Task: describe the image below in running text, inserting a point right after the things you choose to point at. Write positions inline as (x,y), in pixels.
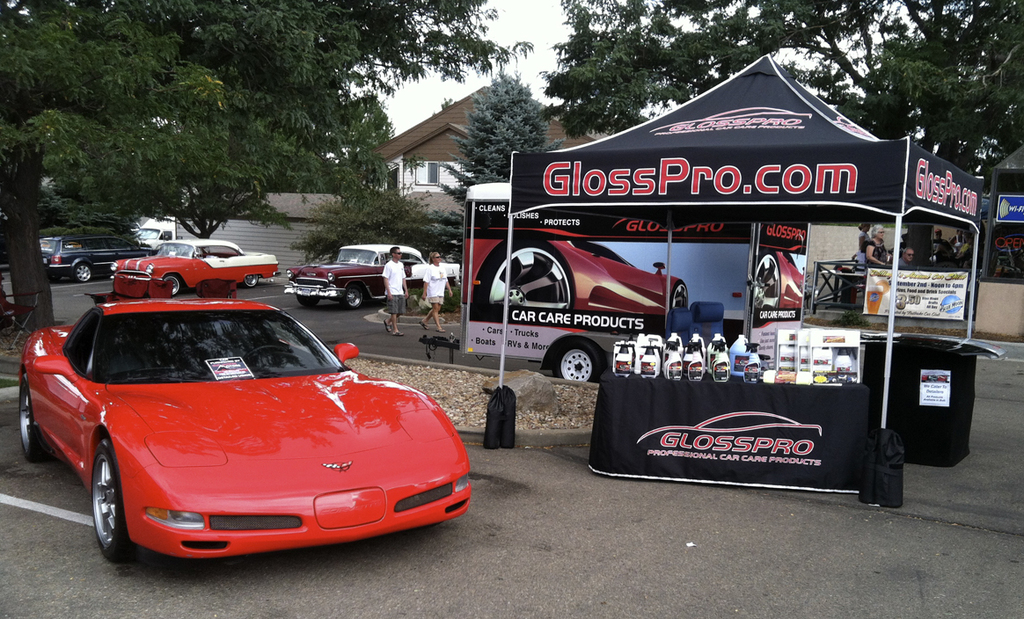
In the picture there are different types of cars (249,323) and there is a store (651,175) and in that store (639,378) some car care products (719,360) are being displayed by keeping them on the table (725,465) and around the cars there are many trees (368,130) and a house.
